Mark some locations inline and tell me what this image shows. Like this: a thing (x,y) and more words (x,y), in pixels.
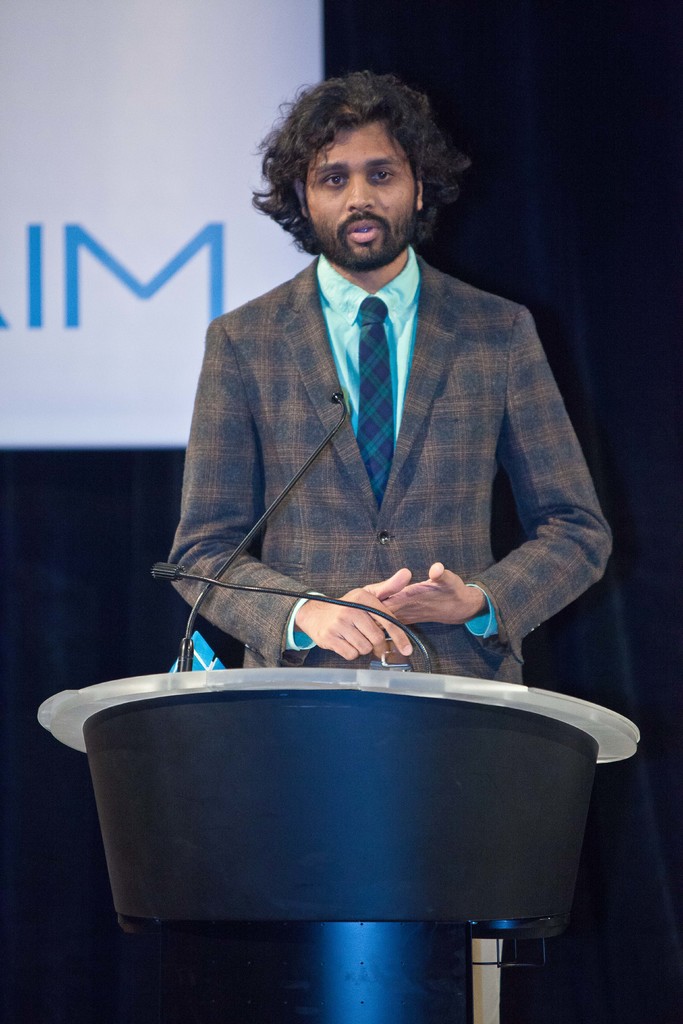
In this image we can see a person (406,572). In front of the person (472,460) we can see a podium (357,743) with mics (277,589). Behind the person (331,448) we can see a dark background (465,235). In the top left (148,290), we can see a projected screen (149,275) with text (73,263).
